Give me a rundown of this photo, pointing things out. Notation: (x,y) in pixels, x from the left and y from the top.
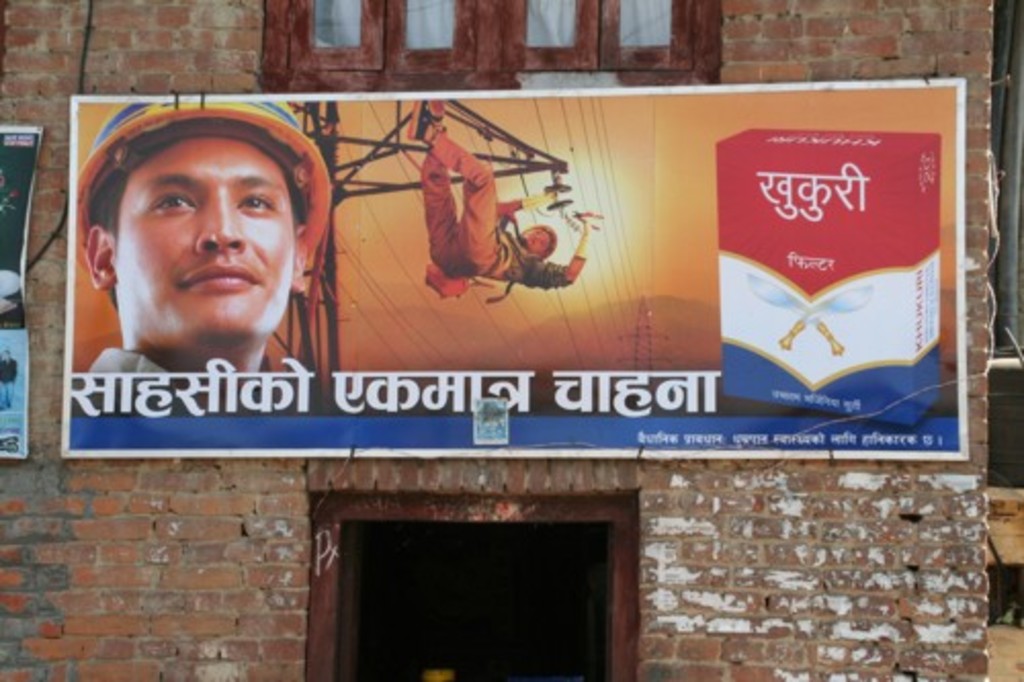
In this image we can see there a poster (552,321) attached to the wall (855,529). And there is a door (588,553), window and at the right side (1012,36), it looks like a rod (1014,104).
